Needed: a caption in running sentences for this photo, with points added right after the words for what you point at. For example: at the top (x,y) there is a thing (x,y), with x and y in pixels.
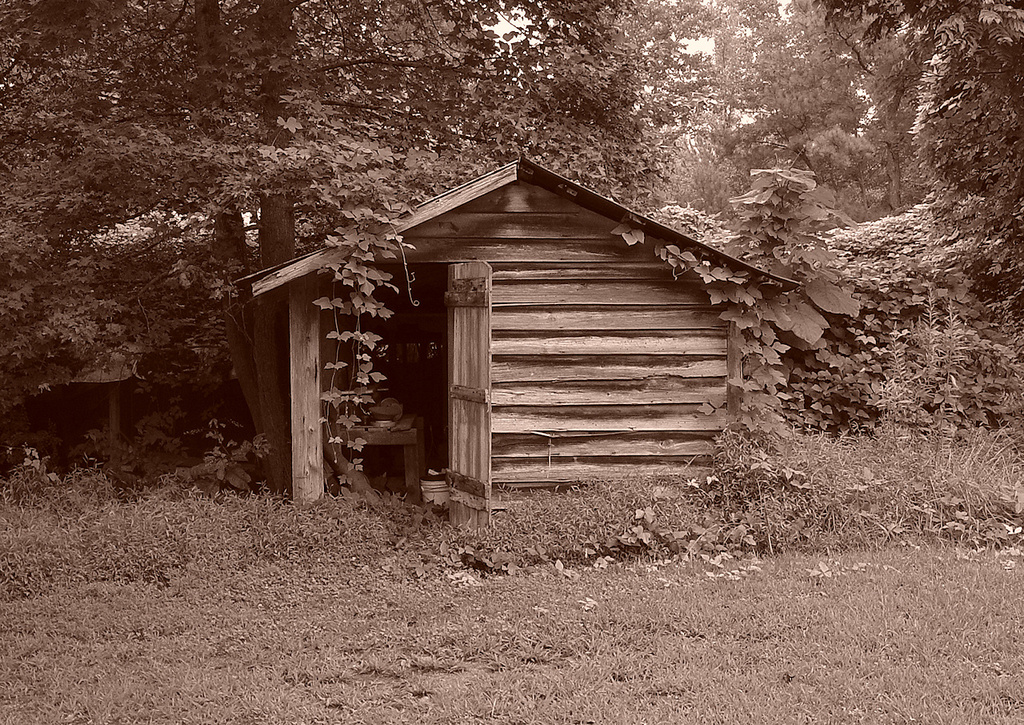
This picture shows a wooden house (485,409) and we see few trees (143,295), plants (902,347) and grass (230,642) on the ground (787,442).
